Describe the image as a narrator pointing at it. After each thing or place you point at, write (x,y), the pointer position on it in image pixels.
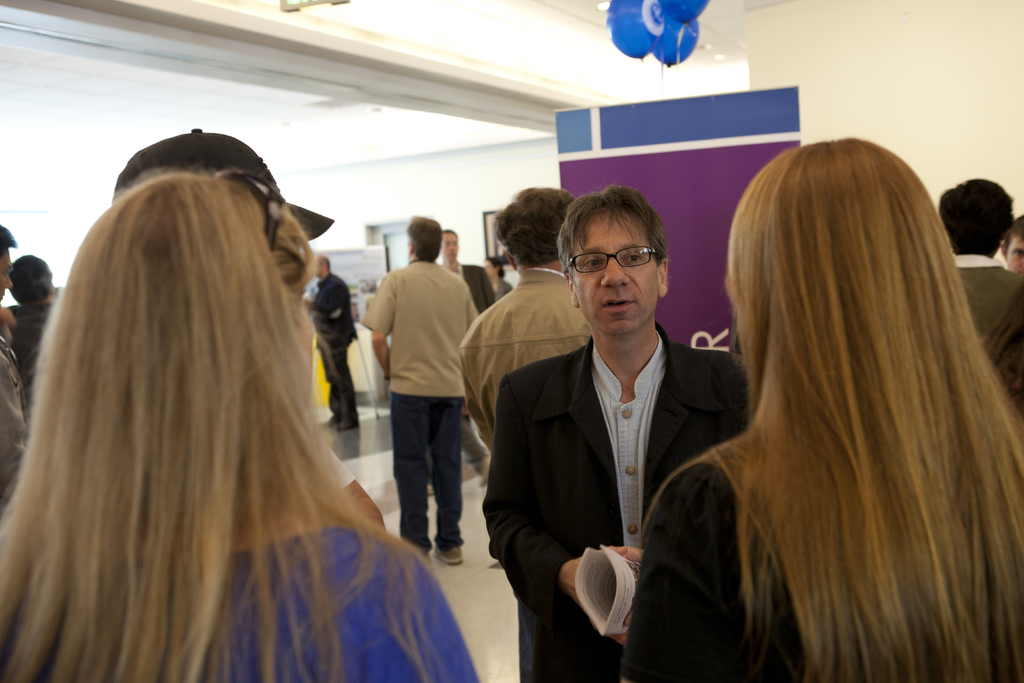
In this image there is a person (643,399) wearing a blazer (580,544). He is holding the book (610,591). Few people (441,547) are standing on the floor (482,527). Few frames (363,295) are attached to the wall (778,17). Top of the image (655,43) there are few balloons (637,38). Right side (698,145) there is a board (698,318).
